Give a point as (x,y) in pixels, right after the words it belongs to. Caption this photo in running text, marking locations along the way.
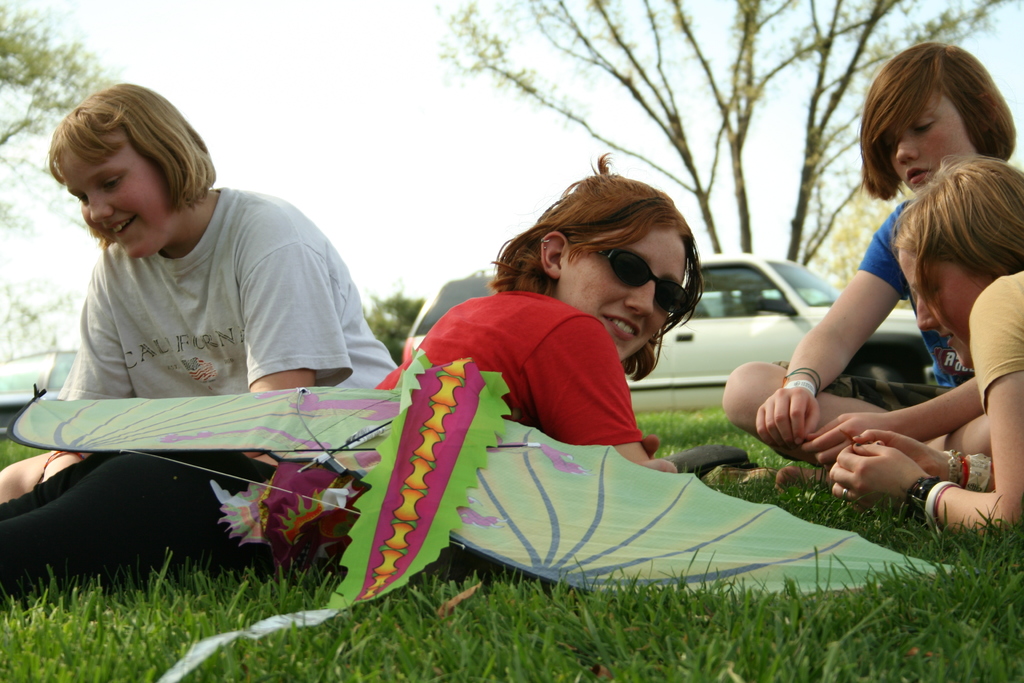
People (326,295) are sitting on the grass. A person (620,325) is lying wearing a red t shirt (519,336), black pant (116,478) and goggles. There is a kite (579,503). Behind them there is a car (782,301) and trees (572,111) are present.
